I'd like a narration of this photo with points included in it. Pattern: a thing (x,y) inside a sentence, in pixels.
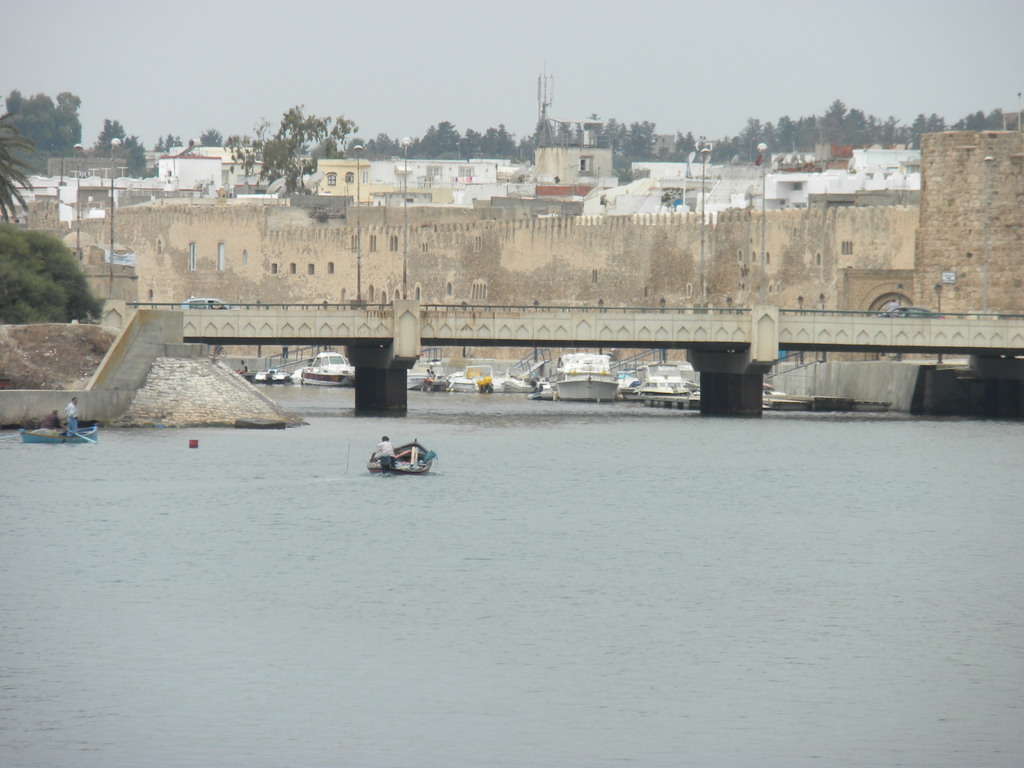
In this image there are some boats (568,378) parked on the surface (440,629) of the water (610,410) and there are also some people (72,429) sailing the boats (63,442). In the background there are two cars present on the bridge (660,332). Image also consists of many buildings (860,182) and also trees (1001,113) and some poles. Sky (354,39) is at the top (426,66).
